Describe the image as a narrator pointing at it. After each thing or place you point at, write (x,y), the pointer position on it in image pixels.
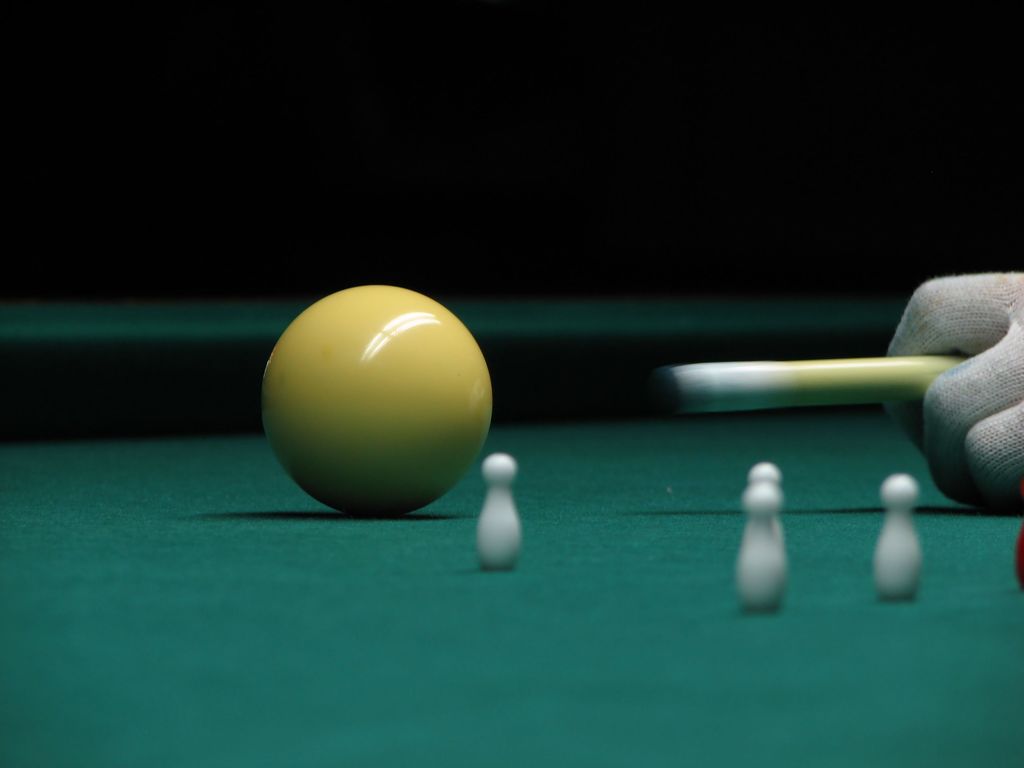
It is a billiards game table (231,581) and a person (938,327) is trying to hit the ball (382,378).
